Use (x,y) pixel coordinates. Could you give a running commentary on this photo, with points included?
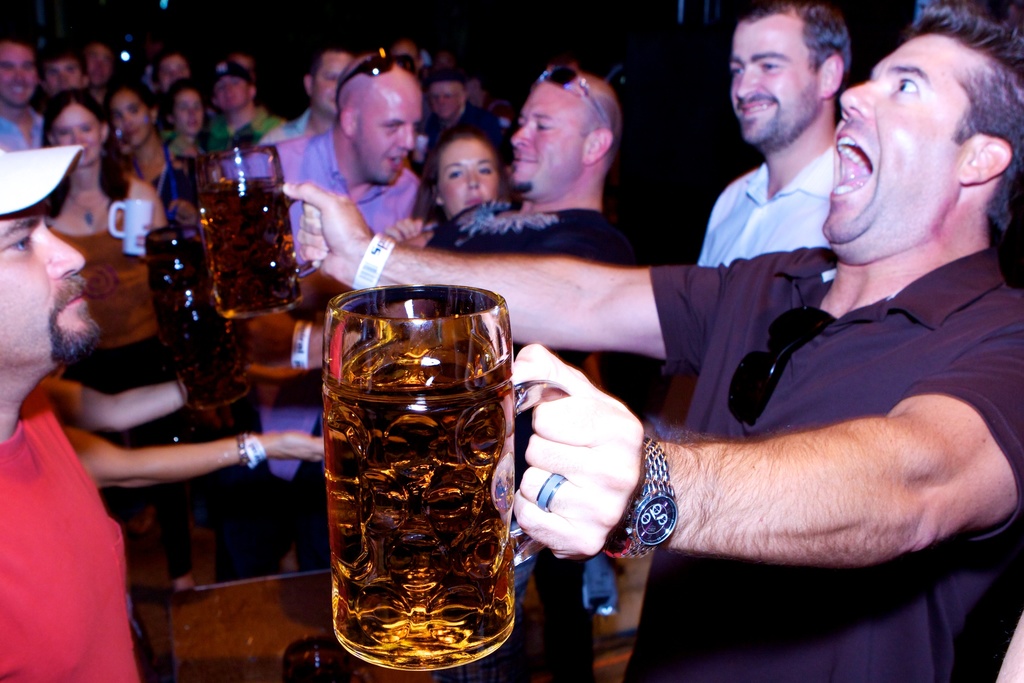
Here there are many people (309,259) standing both men (277,323) and women (185,544). On the right (852,360) there is a man (809,305) holding beer mugs (279,285) in his both hands (538,511).
